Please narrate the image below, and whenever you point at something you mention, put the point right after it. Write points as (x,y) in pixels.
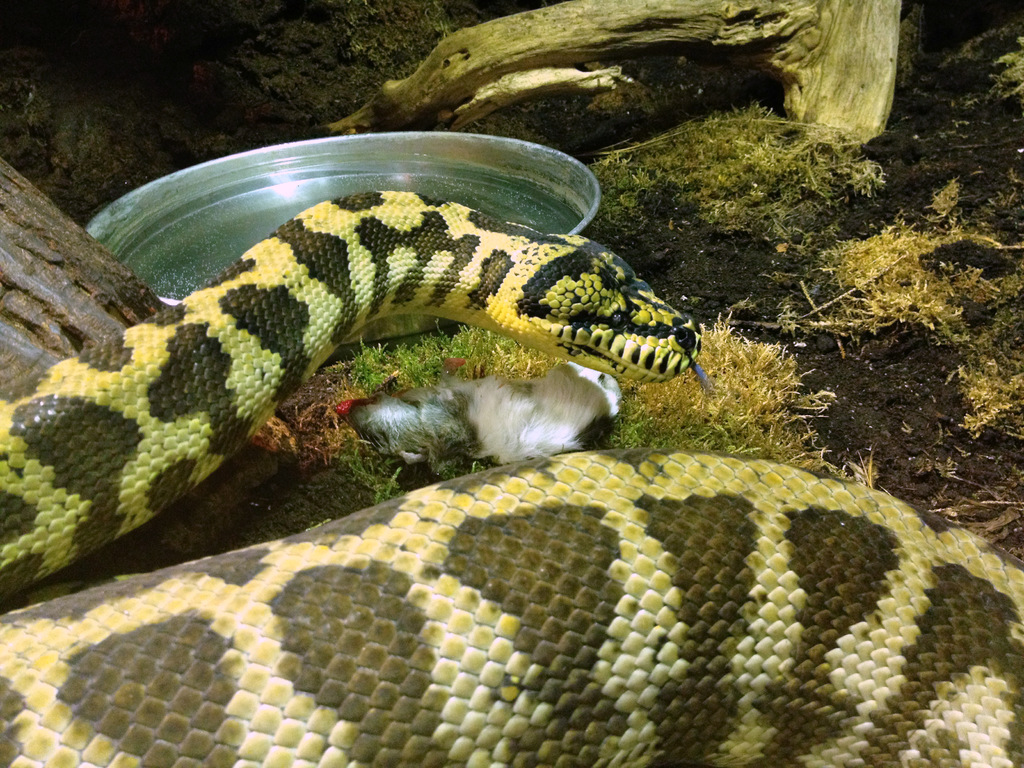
In this picture we can see a snake (235,684), plant (707,400), grass (752,191), animal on the ground (693,397) and in the background (26,284) we can see wooden objects (512,42).
